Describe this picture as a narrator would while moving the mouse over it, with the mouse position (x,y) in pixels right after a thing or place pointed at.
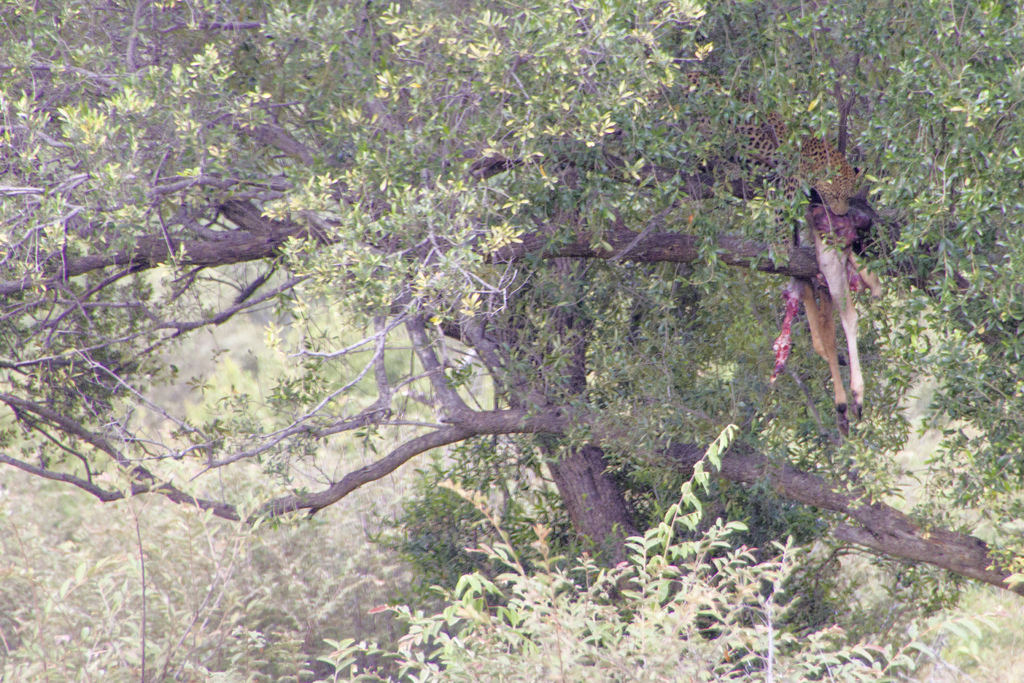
On the right side of the image (812,180) we can see a leopard (832,188) eating flesh (815,243). At the bottom (657,592) there is a tree (906,231) and we can see bushes (320,607).
